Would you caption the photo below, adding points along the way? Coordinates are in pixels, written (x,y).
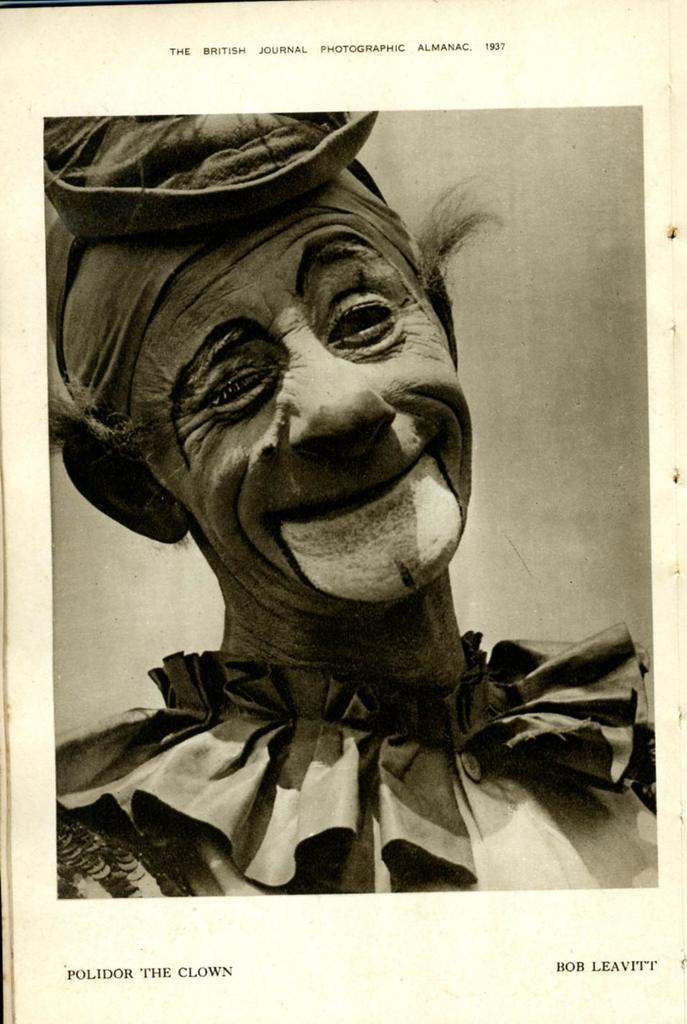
In this image, we can see photo (511,348) of a picture (571,500) contains a person (382,773) and some text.
